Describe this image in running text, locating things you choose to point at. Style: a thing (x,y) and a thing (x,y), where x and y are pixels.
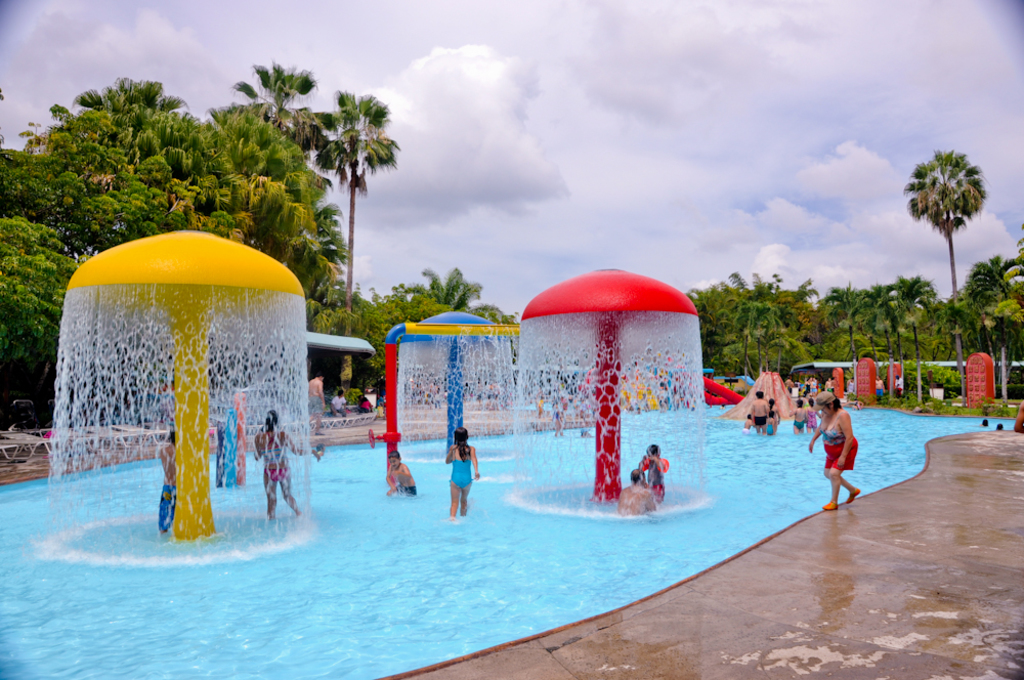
In this picture, we see people (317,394) are in the water (535,520) and this water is in the swimming pool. Here, we see some things (183,436) which look like the umbrellas (610,458) and water (524,391) is falling through those umbrellas (210,297). These are in yellow, red and blue color. On the right side (862,372), we see red color objects (978,356), trees (835,338) and a shed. There are trees (105,143) in the background (312,192). At the top (641,173), we see the sky (641,173). This picture is clicked in the park (607,441).
